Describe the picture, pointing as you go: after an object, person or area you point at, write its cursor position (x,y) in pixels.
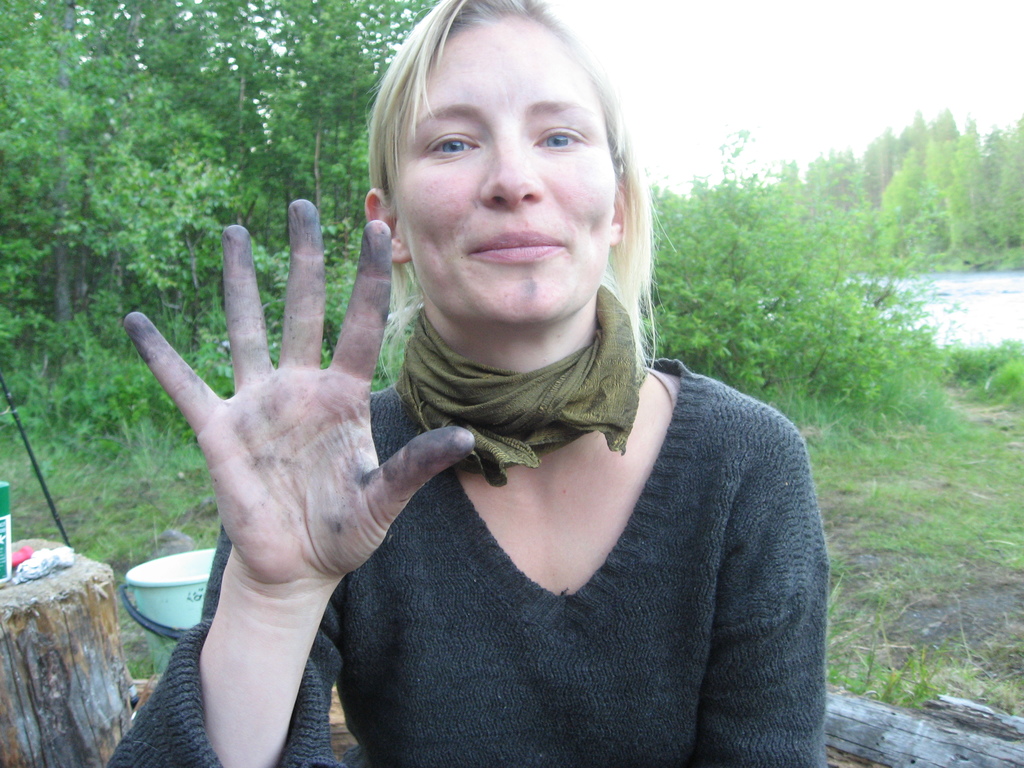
In this image I can see a woman (478,603) wearing black colored dress (670,633) and green colored scarf (501,405). In the background (32,503) I can see a wooden log (44,660), a bucket (153,619), few objects (60,553) on the wooden log (52,583), some grass (15,490), few trees (257,264), the water (962,293) and the sky (844,50).
